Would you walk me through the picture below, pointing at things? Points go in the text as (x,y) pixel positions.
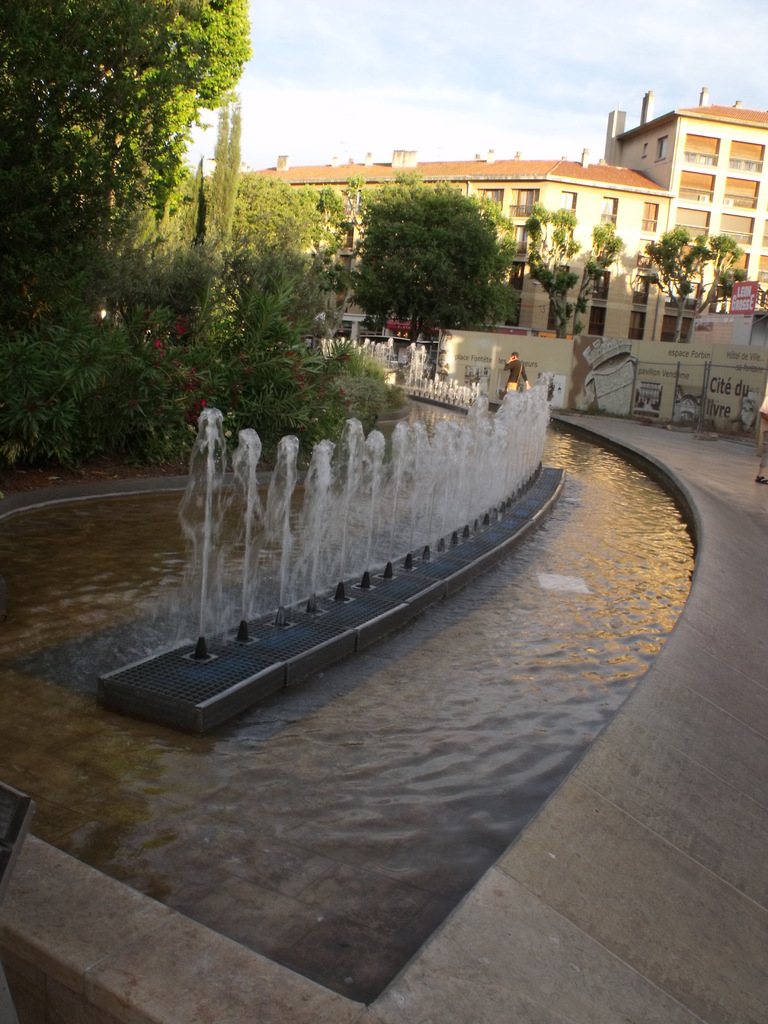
This is water (546,782). There are plants (333,376), trees (377,287), boards (515,337), wall (654,354), and a person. In the background (526,278) there are buildings (613,171) and sky (553,88).
